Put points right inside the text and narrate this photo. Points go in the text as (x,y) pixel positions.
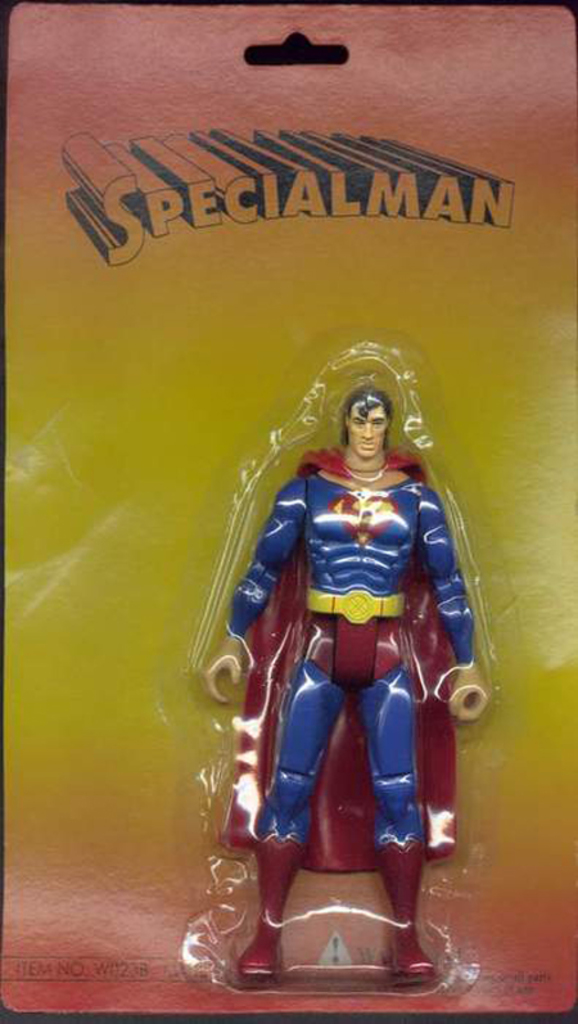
In the picture I can see a toy (351,645) in an object (48,622). I can also see something written on the object (300,325).
